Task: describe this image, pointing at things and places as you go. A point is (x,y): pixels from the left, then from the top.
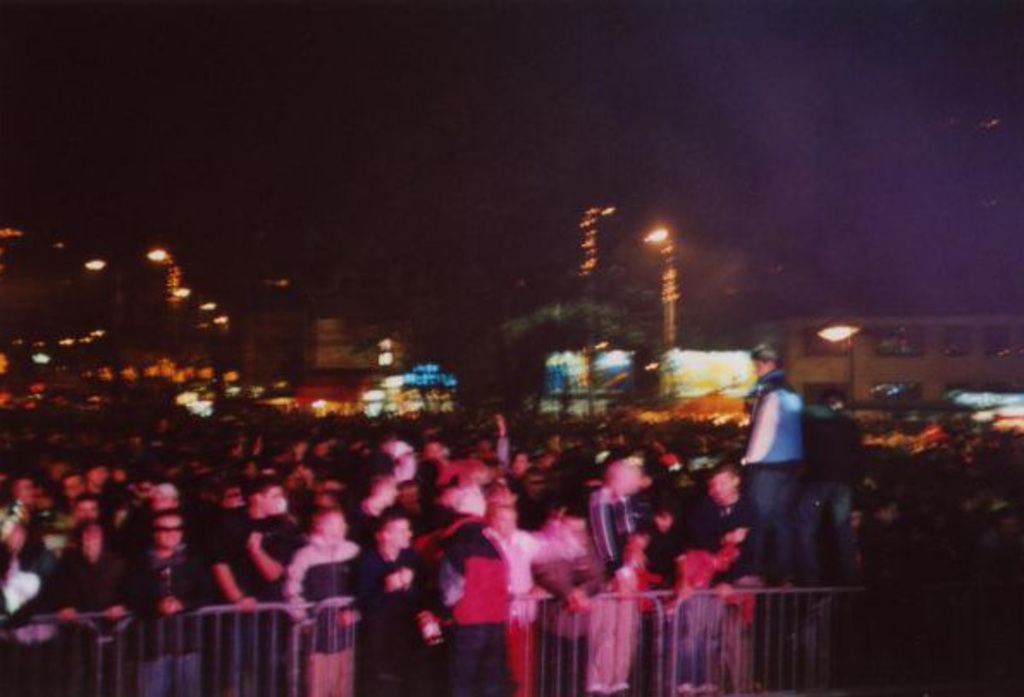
In this image we can see a group of people (432,422) standing beside the fence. We can also see two men (860,446) standing on the fence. On the backside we can see some trees (524,351), buildings (427,403), lights (743,416) and the sky (399,136).
